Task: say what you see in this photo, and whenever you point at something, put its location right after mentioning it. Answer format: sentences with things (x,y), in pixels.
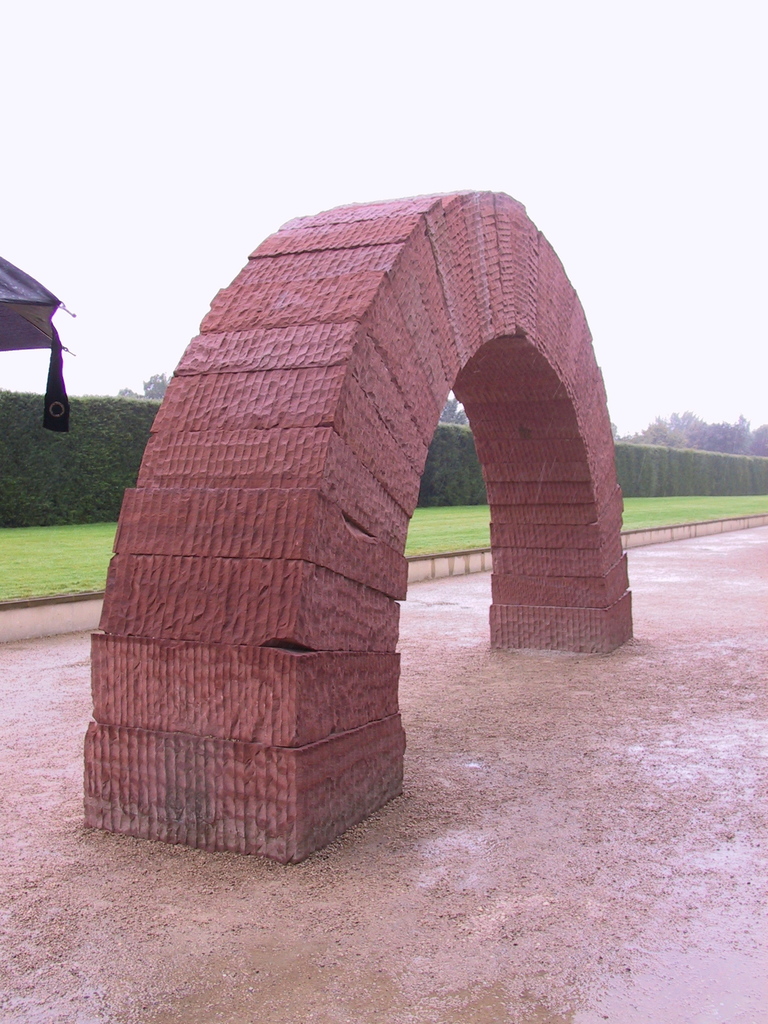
In this picture I can see in the middle (323,481) it looks like an arch (319,637), in the background (57,445) there are bushes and trees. At the top (348,84) there is the sky (342,80), on the left side (11,301) it looks like an umbrella (40,330).
